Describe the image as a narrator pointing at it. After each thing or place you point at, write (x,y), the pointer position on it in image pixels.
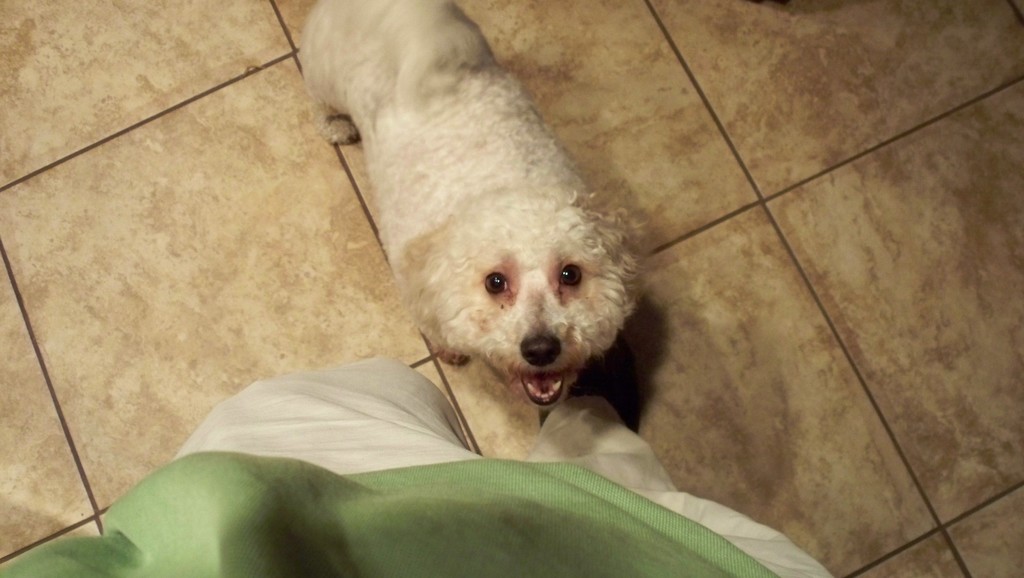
In the image in the center (526,349), we can see one person (394,415) and one dog (509,349), which is in white color.
